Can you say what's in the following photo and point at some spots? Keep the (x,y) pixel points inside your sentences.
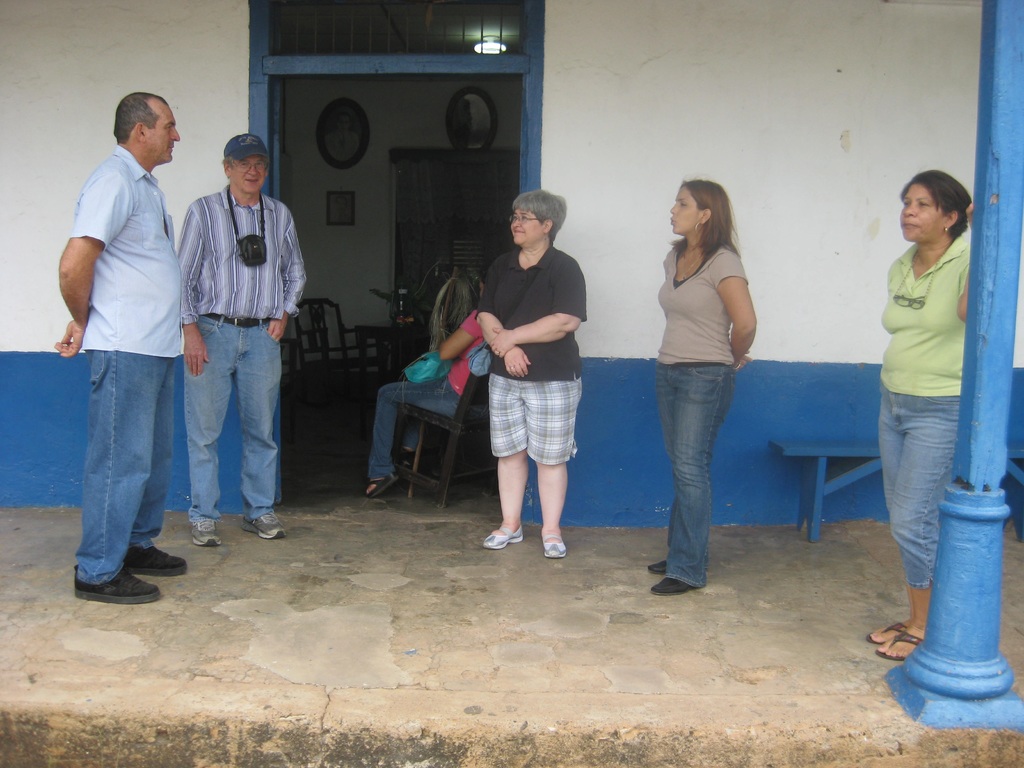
In this picture we can observe five members (498,383) standing. Three of them are women (711,388) and two of them are men (118,316). Some of them are smiling. On the right side (990,441) we can observe a blue color pillar (1004,168) and a bench (806,449). In the background (335,118) there are three photo frames (366,143) fixed to the wall (367,182). We can observe a white and blue color wall (64,108) here.
